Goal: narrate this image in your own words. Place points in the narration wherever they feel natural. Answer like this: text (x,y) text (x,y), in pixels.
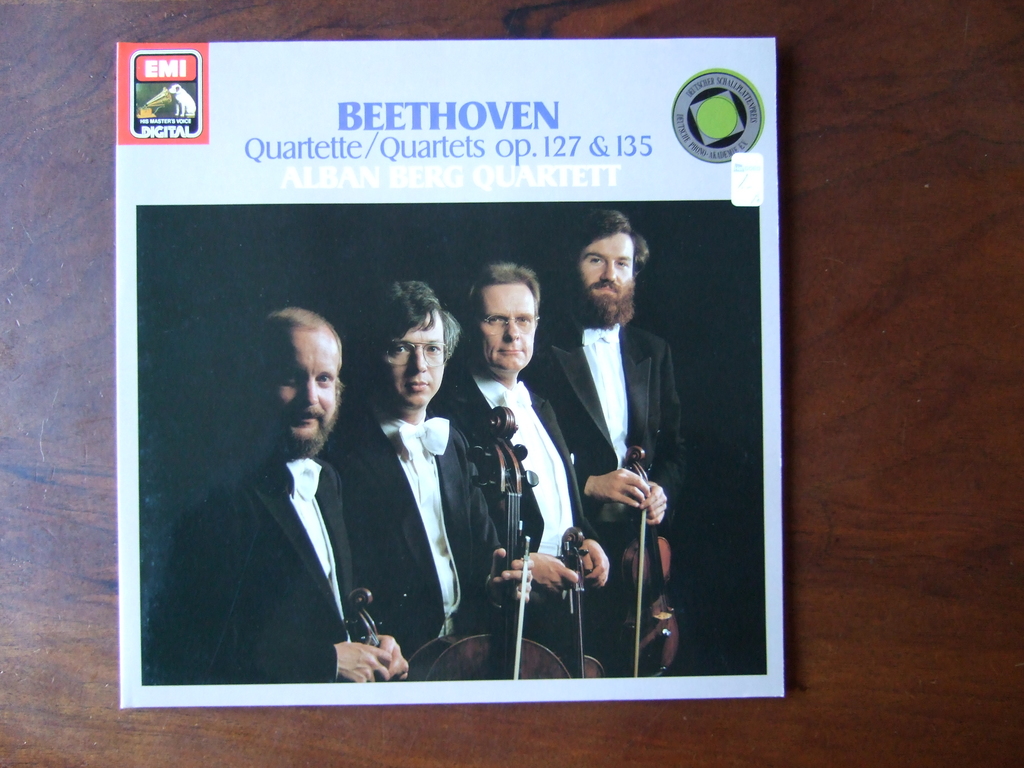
In this image, we can see a flier (513,131) on the wooden surface (925,99) contains persons (482,313) and some text (460,150). These persons (603,299) are wearing clothes (659,413) and holding musical instruments (635,449).
